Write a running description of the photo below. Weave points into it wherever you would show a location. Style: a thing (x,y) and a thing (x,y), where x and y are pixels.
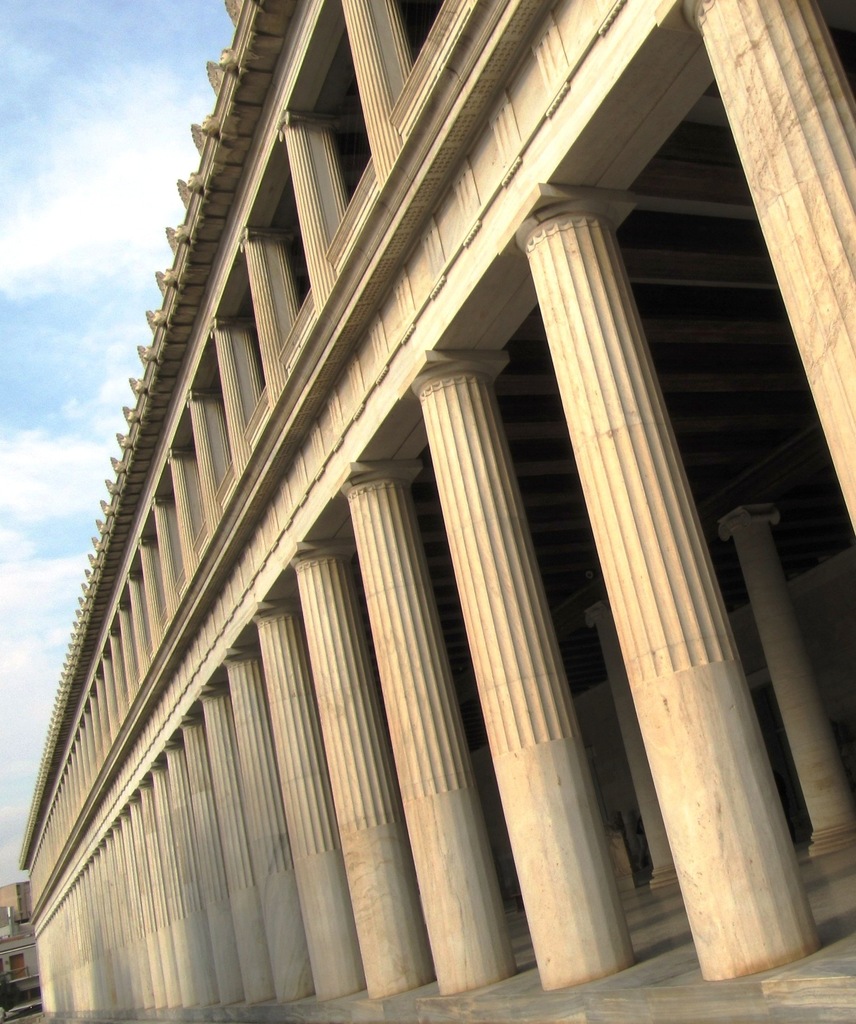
This image consists of a building (421,504). To which we can see many pillars (278,750). At the top (77,208), there is sky (50,201).
